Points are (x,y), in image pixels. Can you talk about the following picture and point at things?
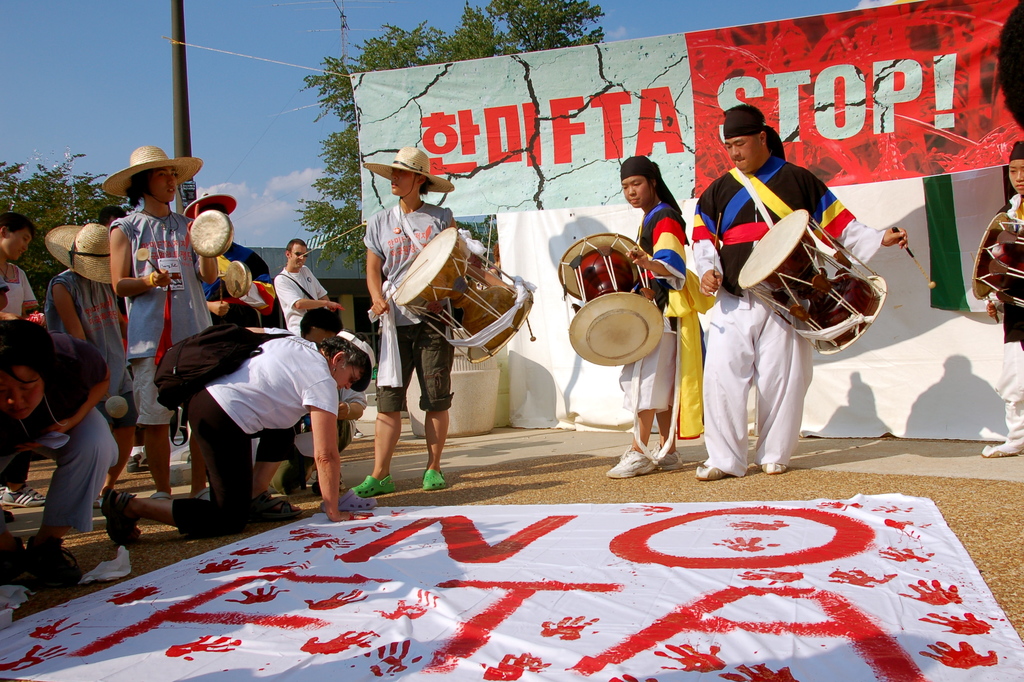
In the left middle of the image (217,315), there are group of people (206,388) performing culturistic dance. In the middle of the image (437,411), there are three person (388,175) standing and playing drums (656,326). In the right middle of the image (994,262), there is one person (1008,401) standing and playing drums (998,281). In the background of the image (34,75), there is a sky (275,52) blue in color and tree (416,56) visible and a poster (952,66) visible. And at the bottom of the image (1011,574), there is a ground (460,463) visible. This image is taken during day time.
